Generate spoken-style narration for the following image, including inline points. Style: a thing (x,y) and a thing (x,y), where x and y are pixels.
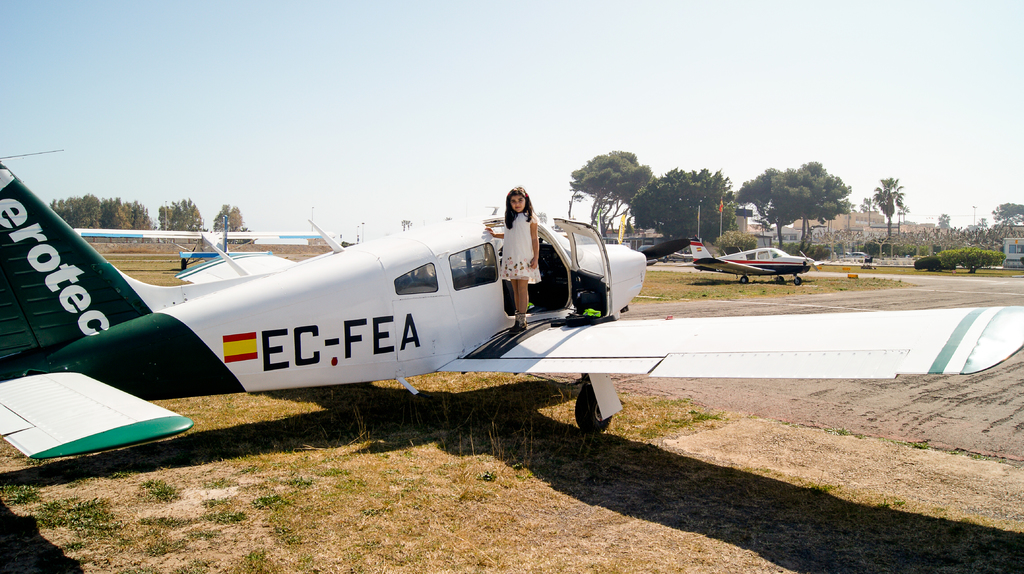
In the foreground of this picture (512,298), there is a girl (523,260) standing on an airplane (407,320) which is on the grass (476,475). In the background (266,234), there are few airplanes (751,251), flags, plants (967,254), trees (721,189) and the sky (483,81).
